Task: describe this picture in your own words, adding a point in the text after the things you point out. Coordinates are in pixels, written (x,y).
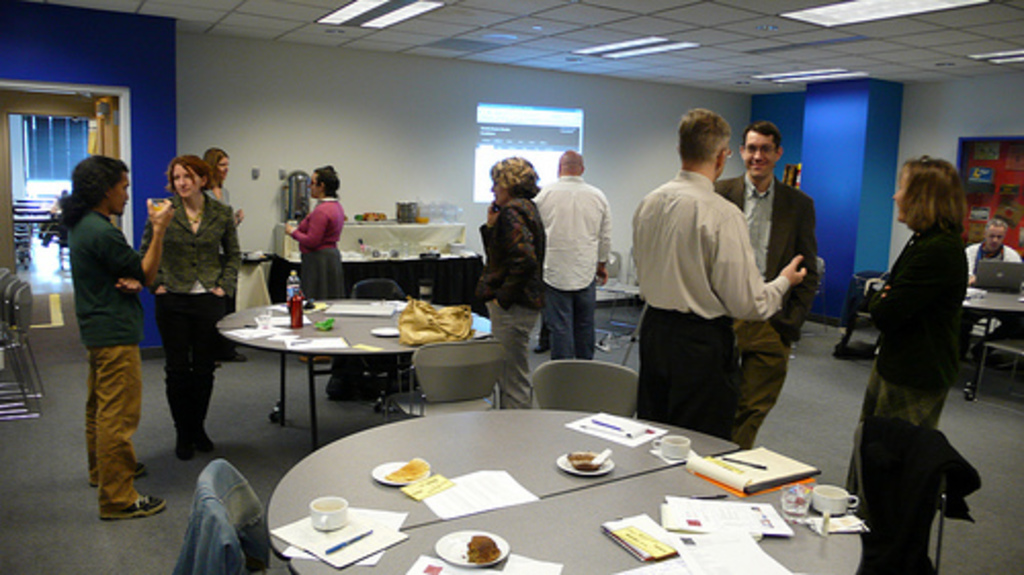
in this picture we can see group of people (725,231) standing in the office room (672,171) and talking to each other. We can see a round grey color table (576,507) on which books (720,482) and files (665,541) can see with tea cup (341,525) and cake (469,544) on the table (568,481), Beside there is woman (903,298) standing wearing black coat (932,298) is watching to the two person (733,244) talking with each other. Other man (557,193) wearing a white shirt (570,192) is watch on the projector screen (526,125) on the white wall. Beside there is a woman (499,299) wearing a black jacket (514,274) talking on the phone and yellow bag (433,331) on the table (413,325), Other side we can see a woman (189,229) and man (98,251) talking each other and having a glass of juice (161,210).
